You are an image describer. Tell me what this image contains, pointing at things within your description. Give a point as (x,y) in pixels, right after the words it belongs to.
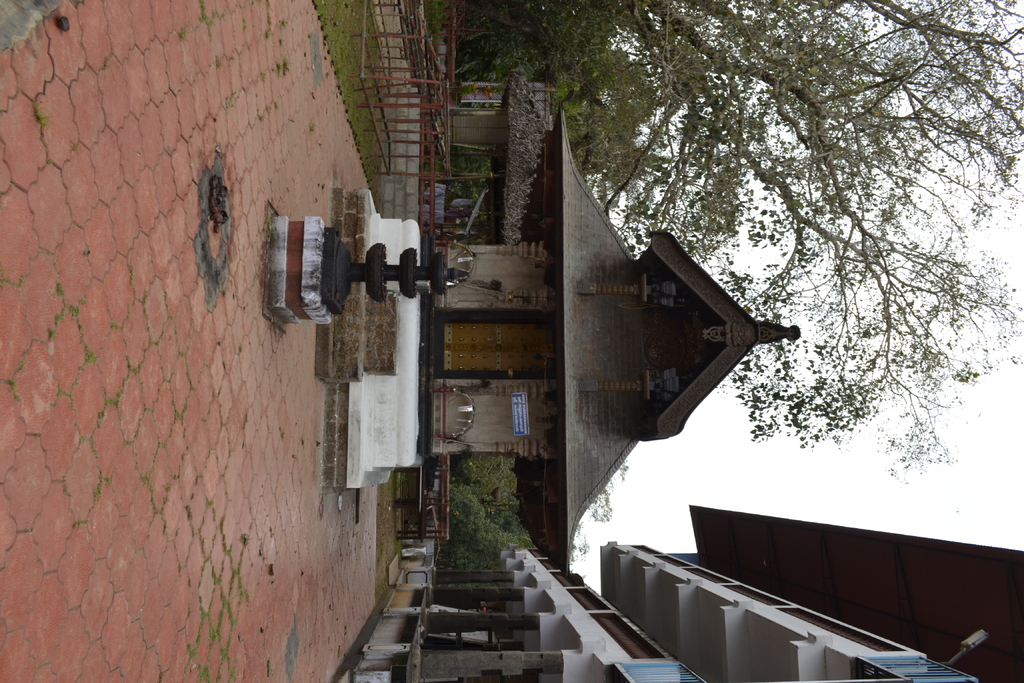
There is a temple (591,357) on the floor (307,173), behind a pole (333,244), near grass (363,112) on the ground (370,147). On the right side (704,649), there is a building (563,661). In the background (521,120), there is a cottage (505,104), there are trees (560,63) and there is sky (706,466).
